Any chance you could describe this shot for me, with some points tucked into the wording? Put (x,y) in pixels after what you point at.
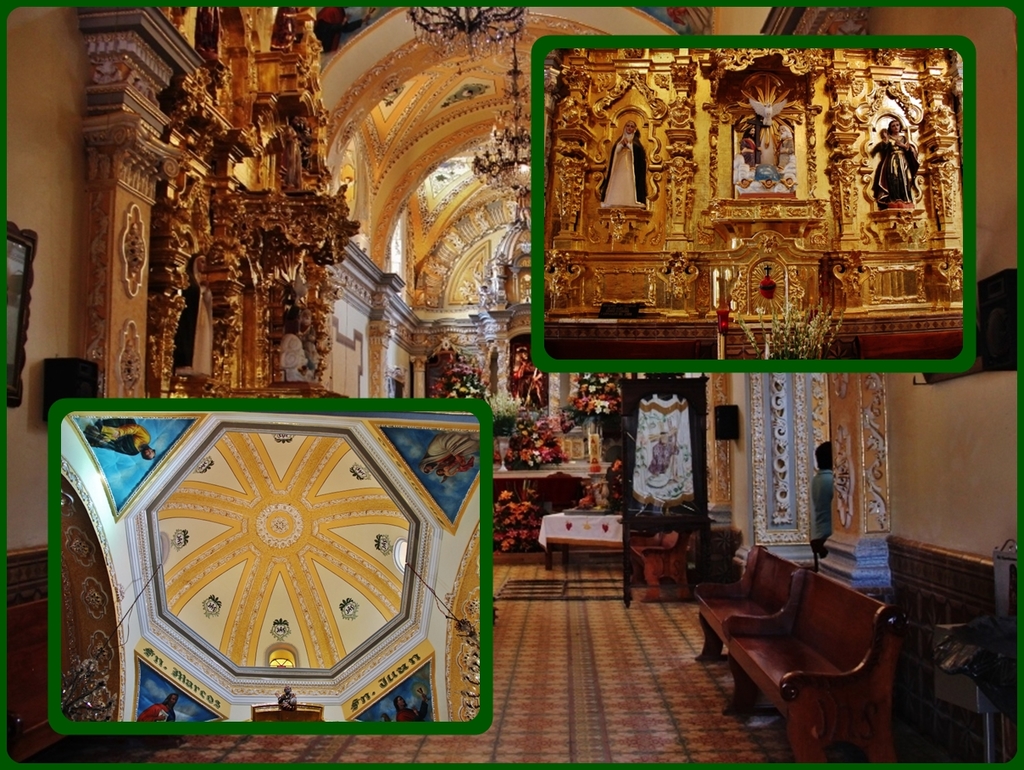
In this image we can see an interior (351,268) of the church (571,488). We can see a painting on the top of the church (797,456) in one of the 3 images. A person (819,509) is standing at the side of the image.
